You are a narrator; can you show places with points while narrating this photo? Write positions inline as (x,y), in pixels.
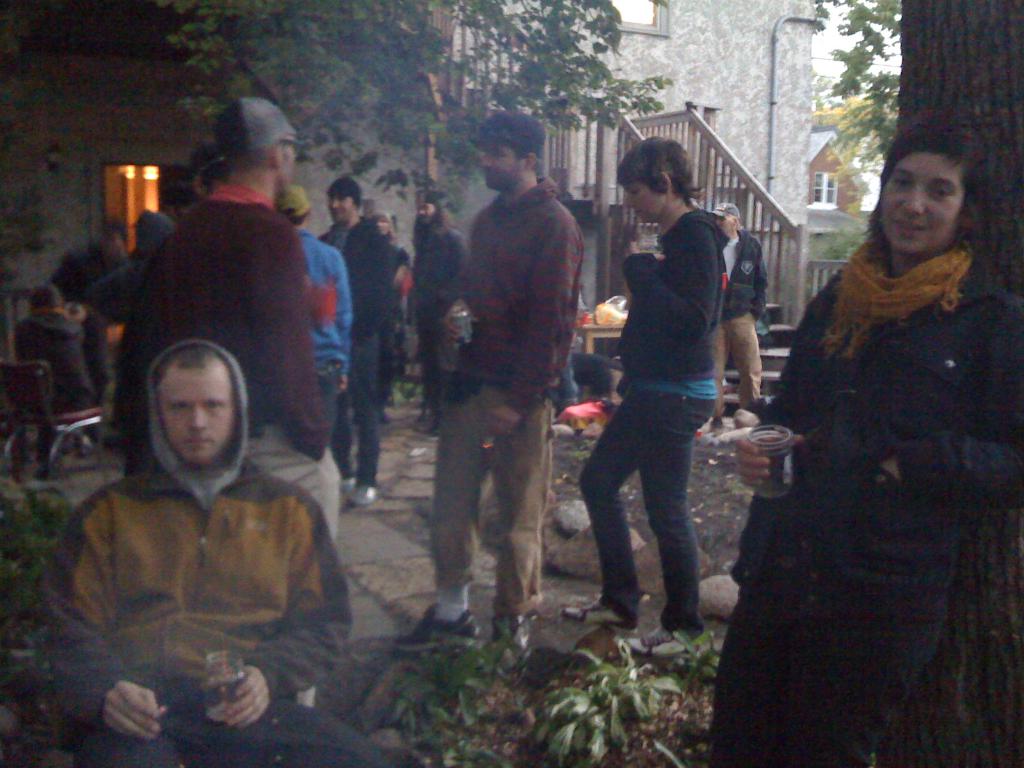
In this picture, there are group of people (891,376) towards the right (896,417). There is a person (920,365) in yellow scarf (907,301) leaning to a tree (985,715). At the bottom left (236,552), there is a person (172,668) in yellow jacket (231,641) and he is holding a glass (212,657). In the center (500,291), there is a person (486,283) wearing a jacket (482,337) and holding a glass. In the background (305,189), there are people (680,189), buildings (677,90), trees (838,126) etc.
